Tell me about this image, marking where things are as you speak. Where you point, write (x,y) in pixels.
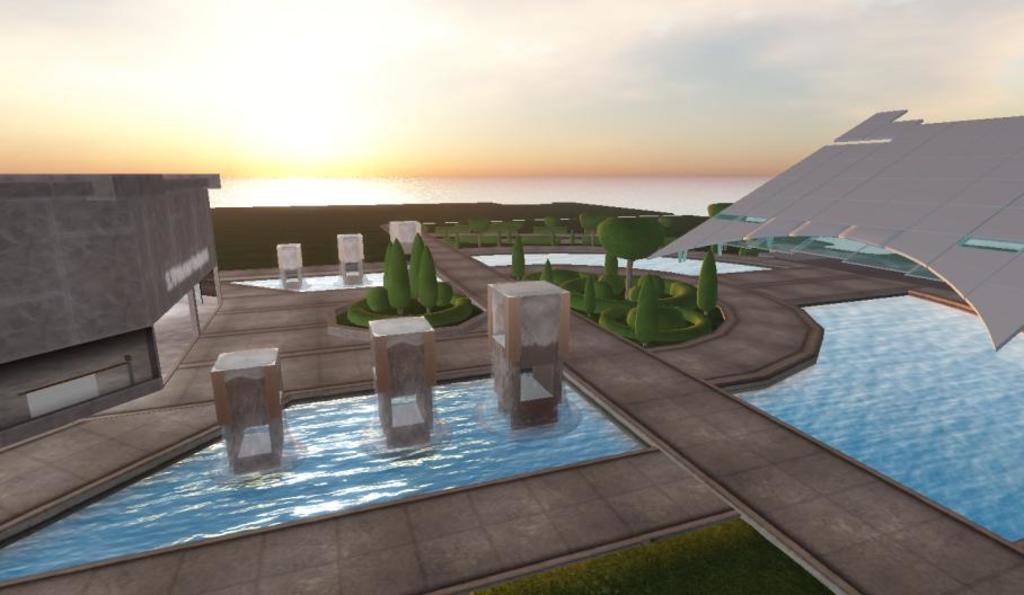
This is an animated image. In the foreground (714,555) we can see the green grass (627,558) and in background (590,312) we can see the ground (665,378), trees (427,307), plants (383,311), water (408,447) and a building (136,268) and some other objects (910,214). In the background (519,77) we can see the sky (611,71), which is sunny.
